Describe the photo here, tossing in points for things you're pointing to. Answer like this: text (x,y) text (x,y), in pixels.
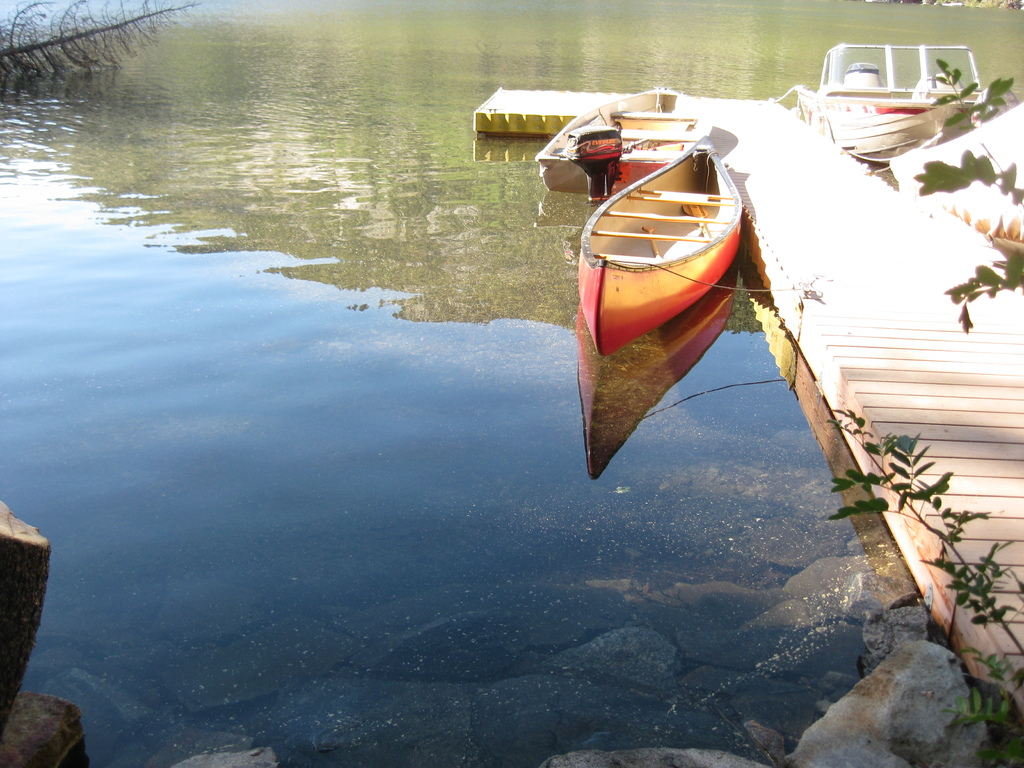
In this picture we can see boats (663,288) on the river (311,445). Here we can see a wooden walking path (869,268) across the river (340,114) surrounded by rocks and plants (991,89).
